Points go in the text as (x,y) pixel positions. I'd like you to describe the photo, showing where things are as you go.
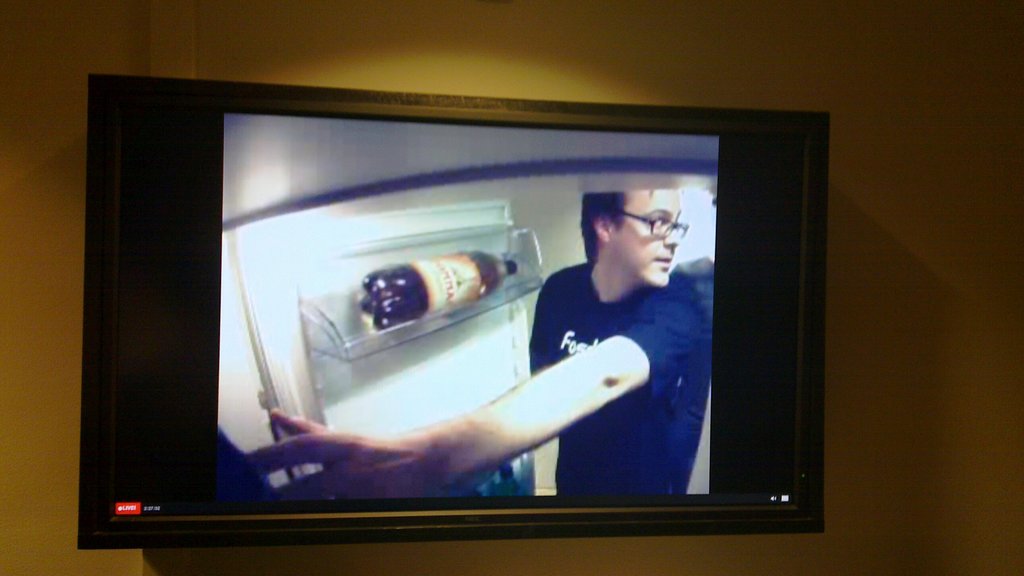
In this image there is a television (410,280) attached to the wall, in which there is a person (406,460), refrigerator (402,363), a bottle (468,269) in the rack (340,319) of a refrigerator (361,247) on the screen (449,137) of a television (370,159).
